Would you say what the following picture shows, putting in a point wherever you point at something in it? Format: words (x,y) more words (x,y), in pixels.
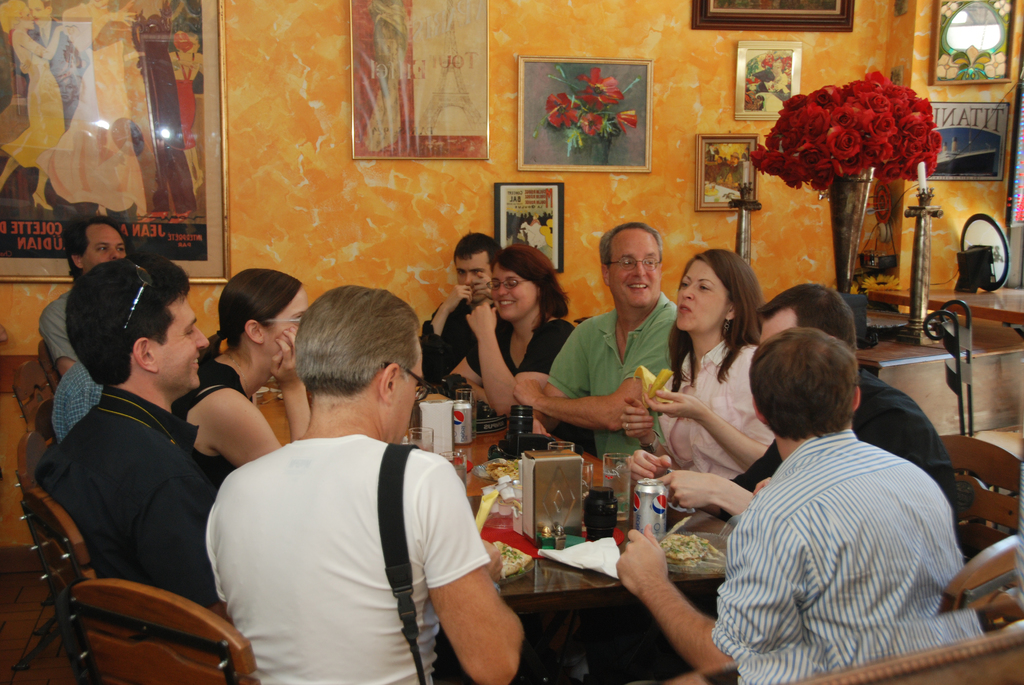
there are so many people (949,639) sitting around a dining table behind them there is a red flowers vase (873,80) and photo frames (730,15) on the wall (905,50).
